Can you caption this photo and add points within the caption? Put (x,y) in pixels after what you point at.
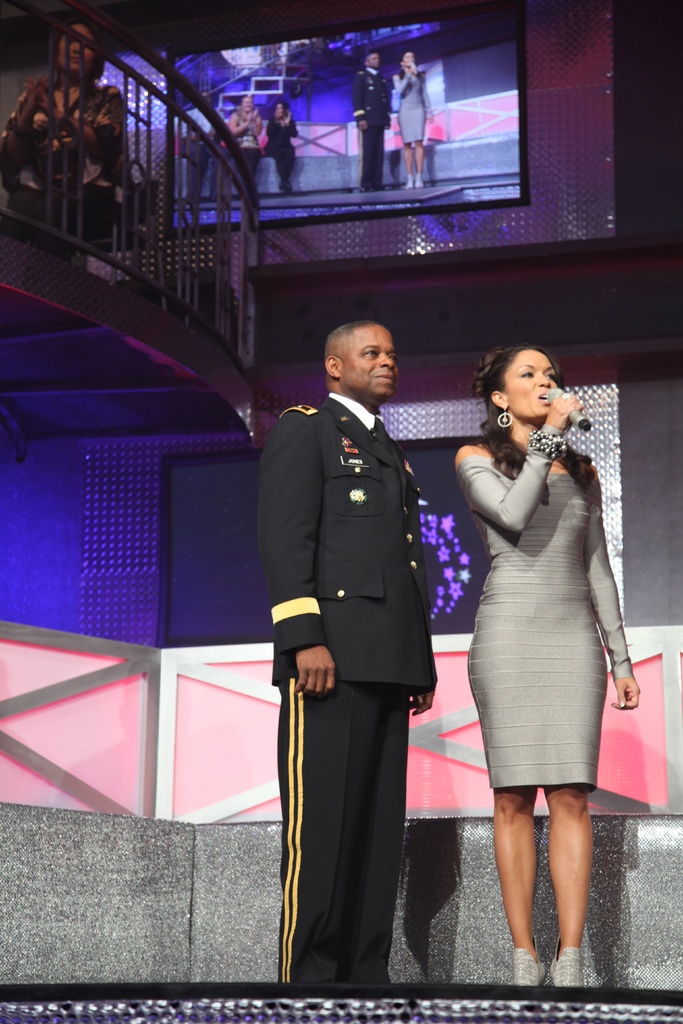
In this image I see a man (361,487) and a woman (489,394) who are standing and I see that this man (345,535) is wearing uniform (318,453) which is of black in color and I see that this woman (518,528) is wearing grey color dress (518,522) and holding a mic (558,390) in her hand (562,425). In the background (493,87) I see a screen (479,49) on which there are few people (285,122) and I see a person (86,95) over here and I see the railing (156,53).
